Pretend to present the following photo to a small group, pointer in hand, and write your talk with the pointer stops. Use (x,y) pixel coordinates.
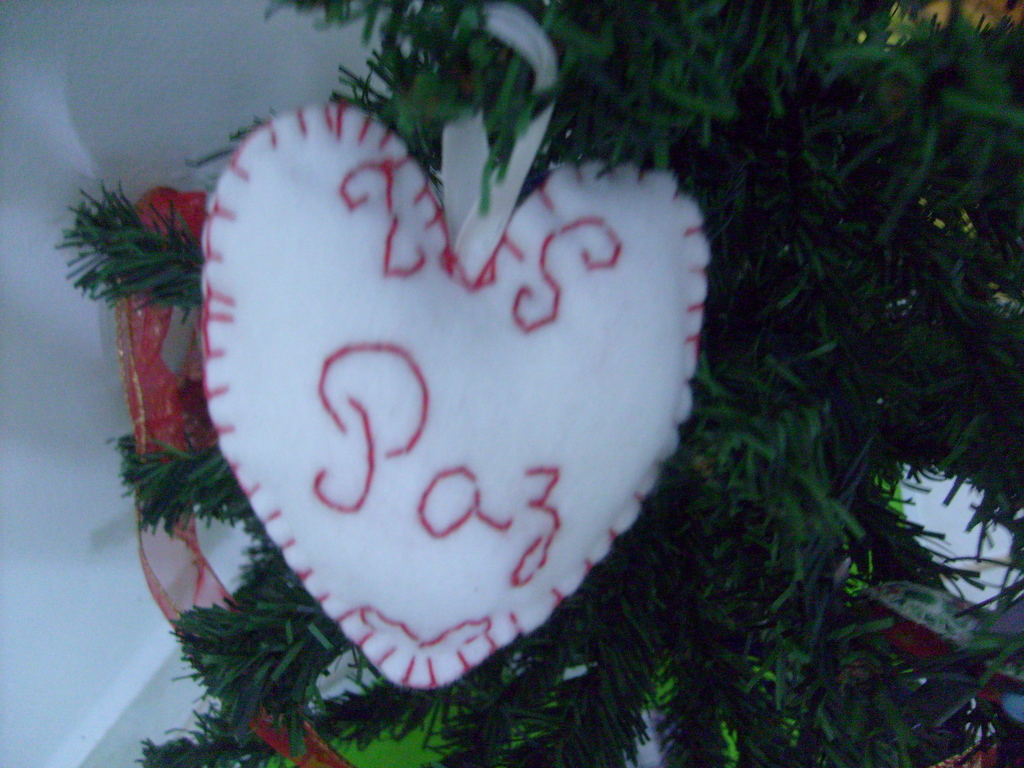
As we can see in the image there is a wall (59,53), tree (785,69) and heart shaped pillow (518,249).
